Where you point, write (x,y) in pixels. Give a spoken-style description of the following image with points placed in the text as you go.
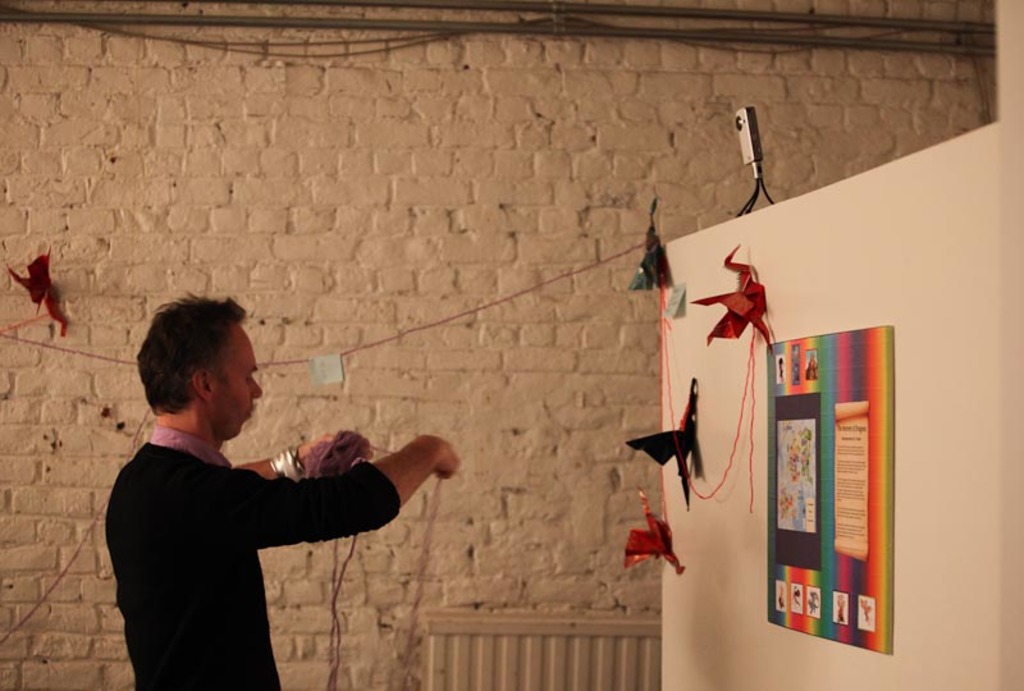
In this image we can see a man (219,538) standing and holding a wire (339,464). On the right (963,569) there is a board (963,569) and we can see frames (805,493) and decors (759,330) placed on the board (674,520). In the background (462,264) there is a wall (497,215) and we can see pipes (586,33) and wires (185,39).
